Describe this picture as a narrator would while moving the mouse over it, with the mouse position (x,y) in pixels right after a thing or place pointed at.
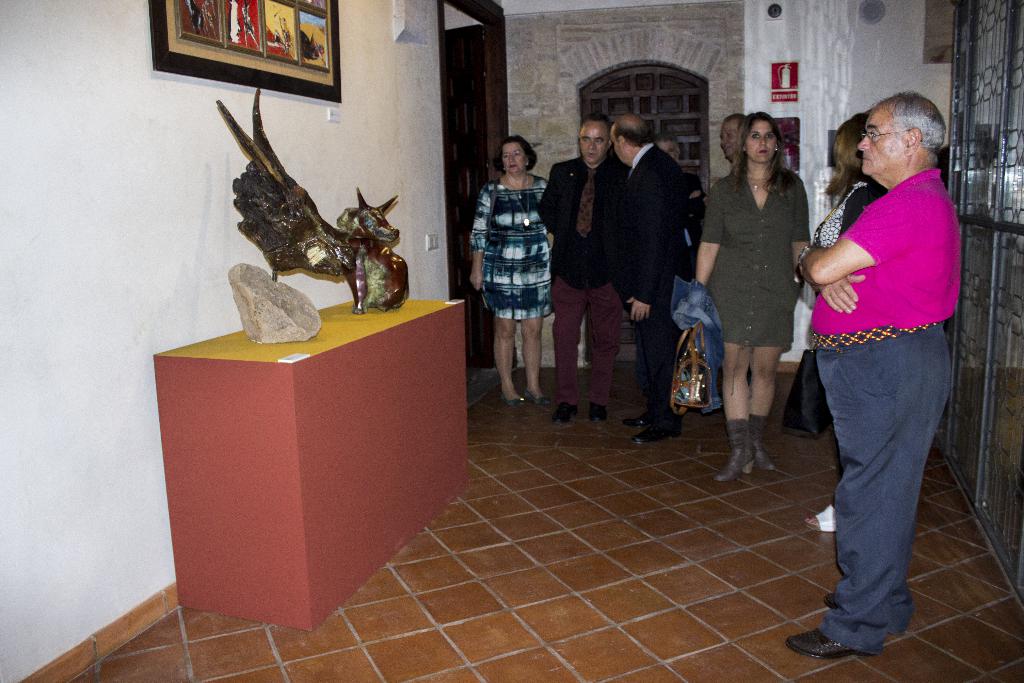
This is an image clicked inside the room (378,195). Here I can see few people (716,254) are standing. On the left side (276,455) there is a table (307,416) on which a sculpture (287,266) is placed. Above that there is a frame (234,26) attached to the wall (90,163). In the background (456,94) there are two doors (617,111).
